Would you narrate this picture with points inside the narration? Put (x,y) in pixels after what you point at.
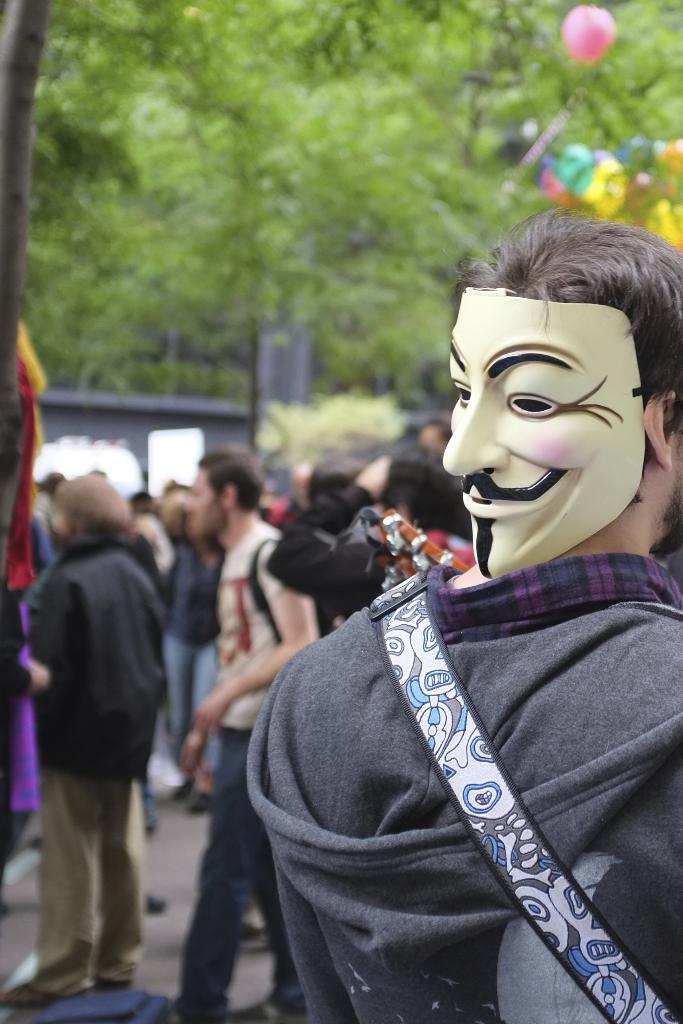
In this picture I can see group of people (265,623) are standing on the ground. The person (642,675) in the front (642,675) is wearing a mask (528,476). In the background (272,161) I can see balloon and other objects (23,764).
